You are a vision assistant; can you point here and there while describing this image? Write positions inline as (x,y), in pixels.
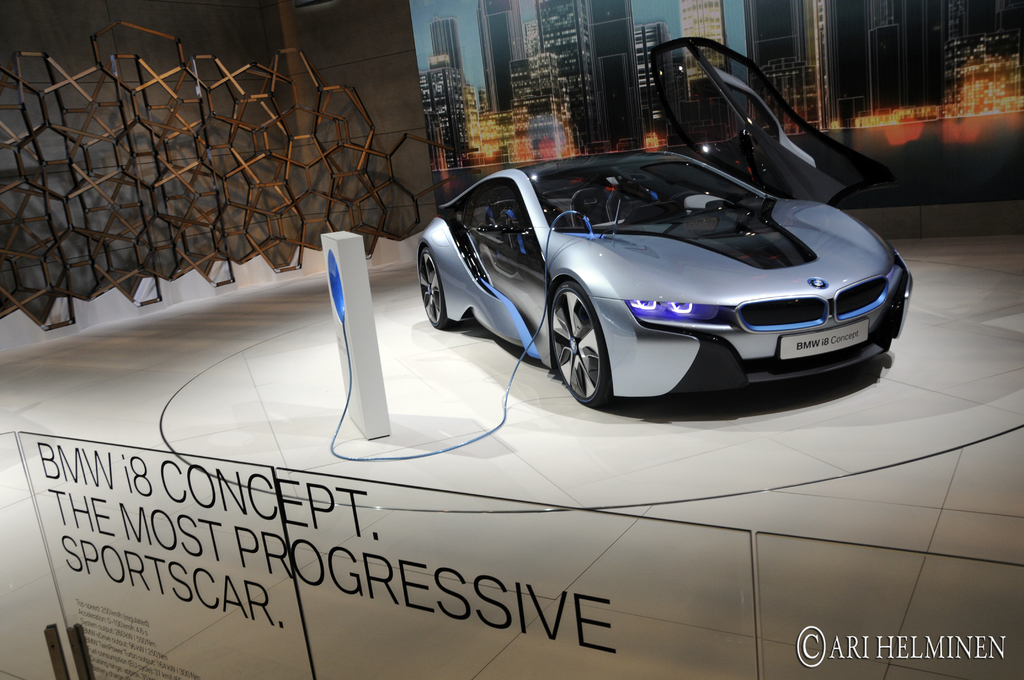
This image consists of a car (636,323). At the bottom (447,650), there is a glass board (251,597). In the background (60,116), there is a wall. And a poster (869,142) on the wall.
